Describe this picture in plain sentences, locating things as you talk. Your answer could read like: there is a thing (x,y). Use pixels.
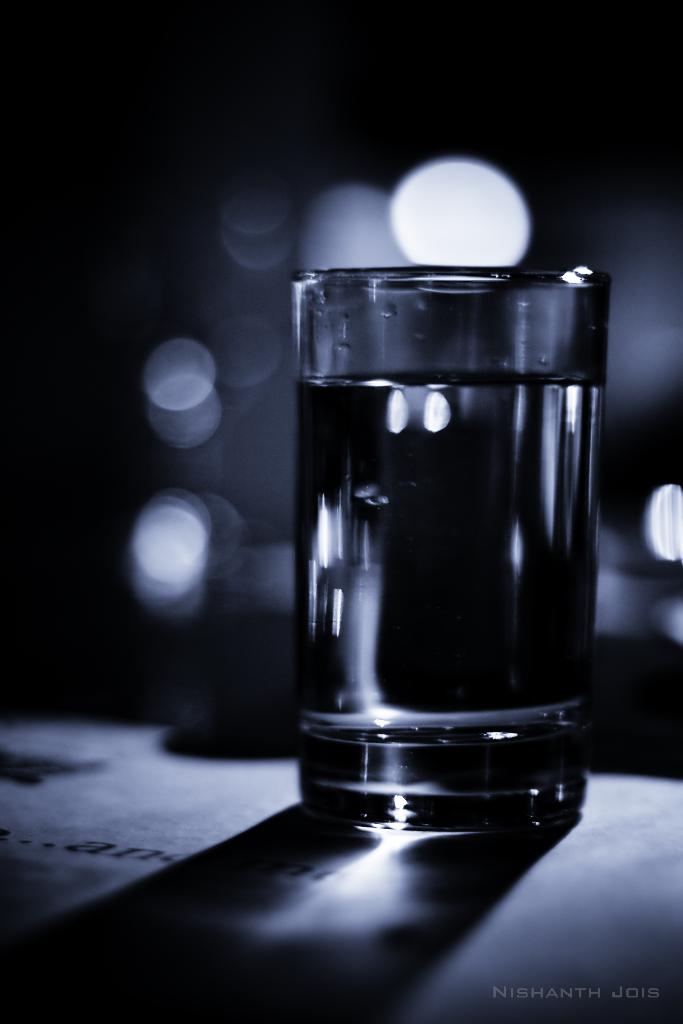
In this picture we can see a glass of drink (509,537) in the front (482,508), there is a blurry background (470,218), we can see some text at the right bottom (491,986).
